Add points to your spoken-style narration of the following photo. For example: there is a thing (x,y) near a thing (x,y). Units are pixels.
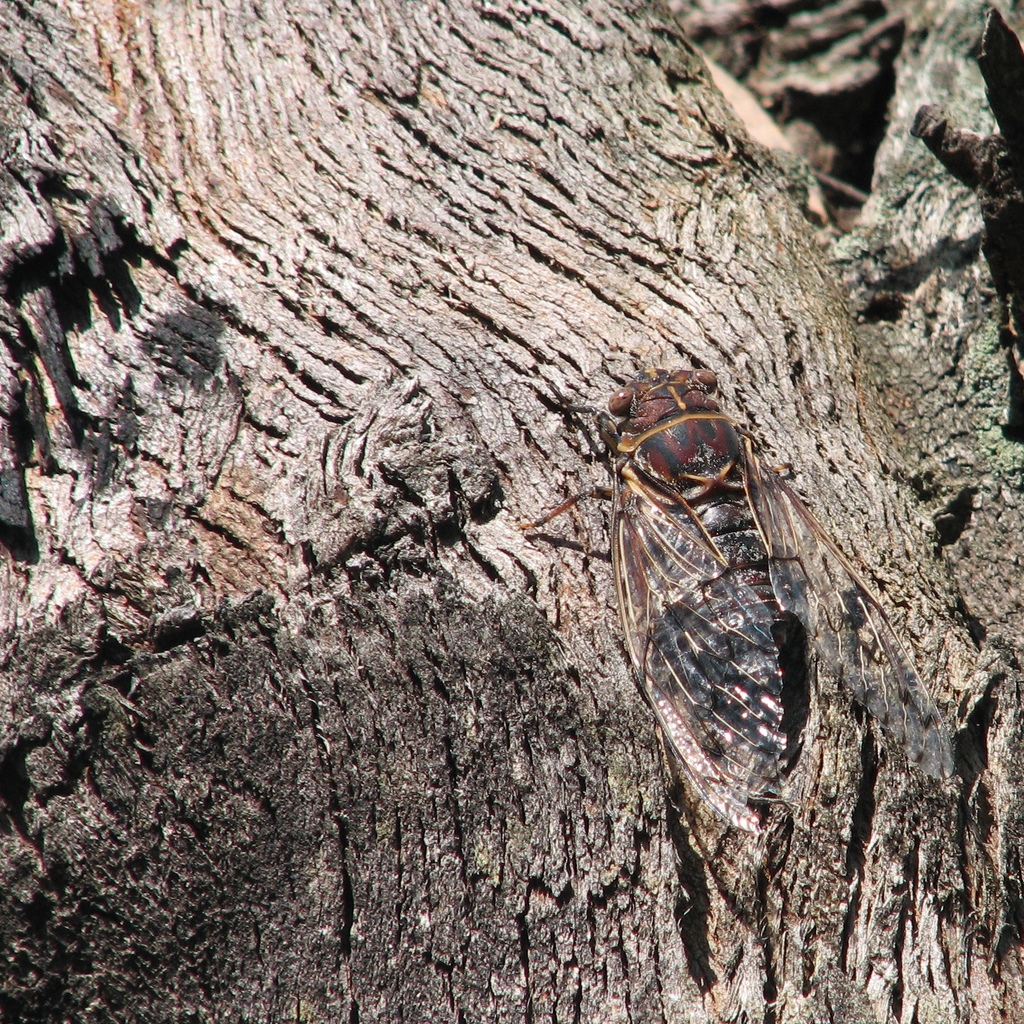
In this image there is a fly (585,407) on a wooden surface (657,60).
